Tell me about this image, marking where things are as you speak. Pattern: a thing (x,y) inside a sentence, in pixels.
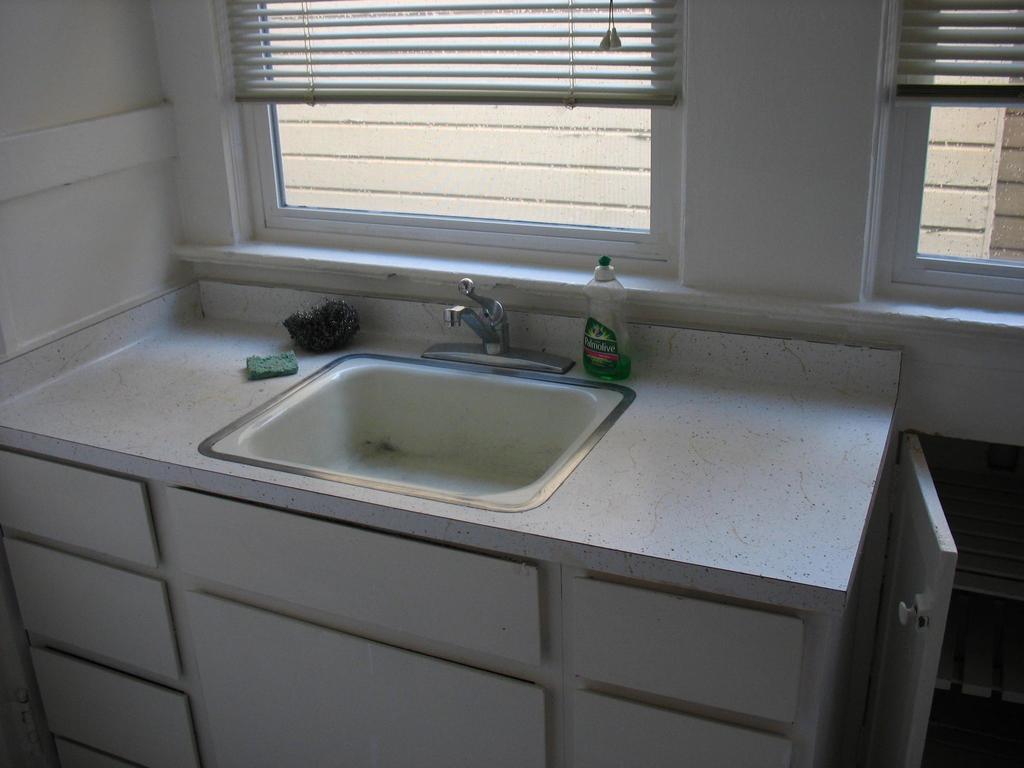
In this picture we can see a washbasin (449,450) in the middle (452,456), we can see a tap (505,349) and bottle (591,352). At the bottom (493,650) there are some drawers (408,629), on the right side (936,618) we can see a door (922,603), there are window blinds (926,68) in the background (434,84), there is a dish washing tool (338,330) on the left side (325,340).
